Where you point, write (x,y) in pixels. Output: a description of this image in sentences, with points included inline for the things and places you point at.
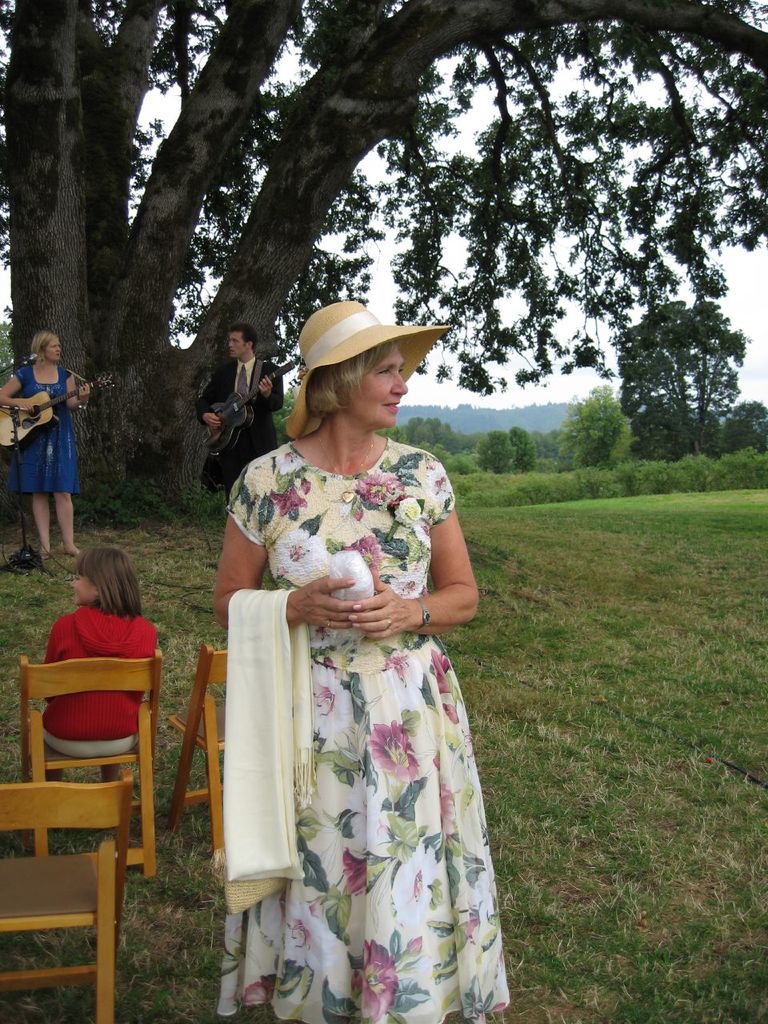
There is a woman (358,683) standing on the land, holding cloth (261,712) in her hand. She's wearing a hat (340,351) on her head (338,382). In the background (242,413), there are two people (43,378) playing guitars (37,429) in their hands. One girl (136,633) is sitting in the chair (99,673). There is a tree (488,307) and sky (568,304) here.
